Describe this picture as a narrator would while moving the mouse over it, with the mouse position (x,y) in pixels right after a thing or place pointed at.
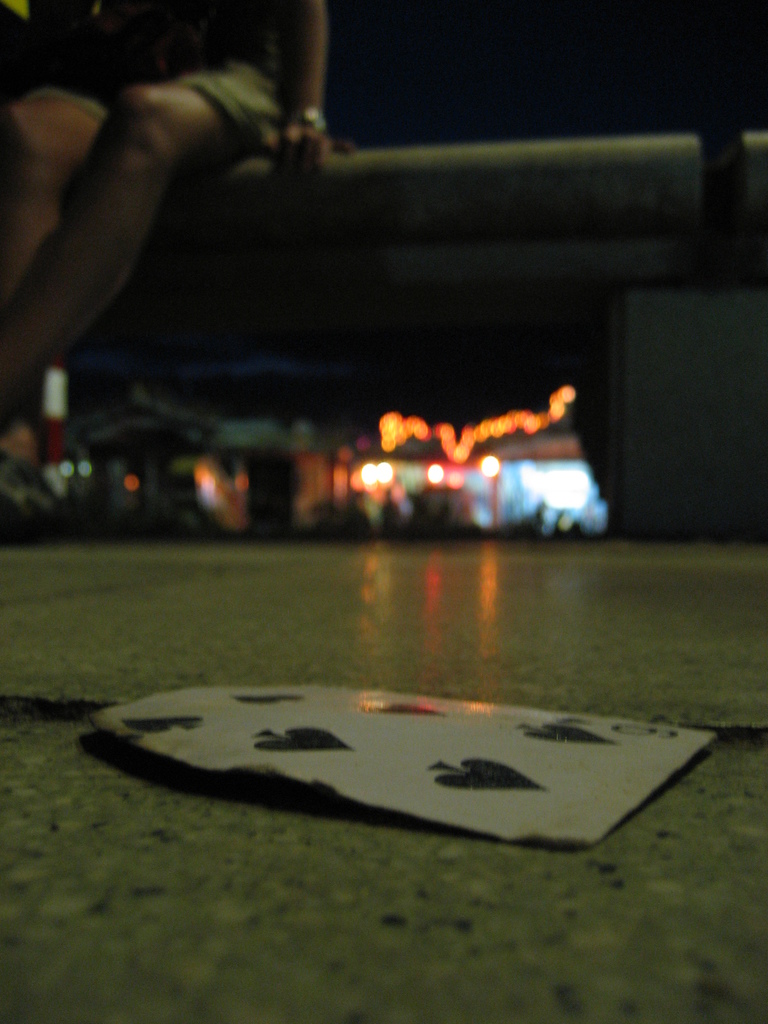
In this image I can see a card (505,815) which is white and black in color on the surface (263,847). I can see a person (47,107) sitting on a bench (367,163). In the background (419,117) I can see the dark sky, few lights (432,479) and few other objects (269,511) which are blurry.
